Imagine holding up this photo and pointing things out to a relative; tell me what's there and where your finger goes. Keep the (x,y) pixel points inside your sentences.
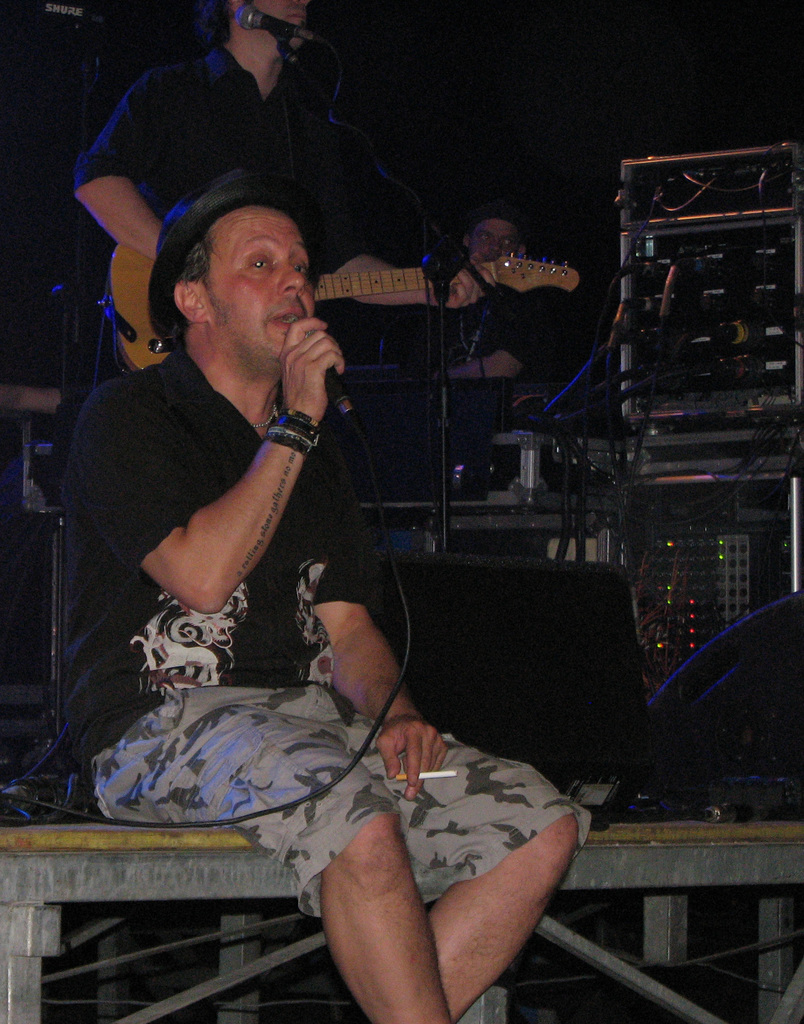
This Picture describe about a man (196,503) wearing black t-shirt (146,626) and military shorts (281,794) is sitting on the bench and singing on the microphone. Behind we can see a boy (207,138) wearing black shirt (186,139) is playing the guitar (144,261). Beside we can see the music system (667,598) and mixer (683,553) with cables (561,545).
